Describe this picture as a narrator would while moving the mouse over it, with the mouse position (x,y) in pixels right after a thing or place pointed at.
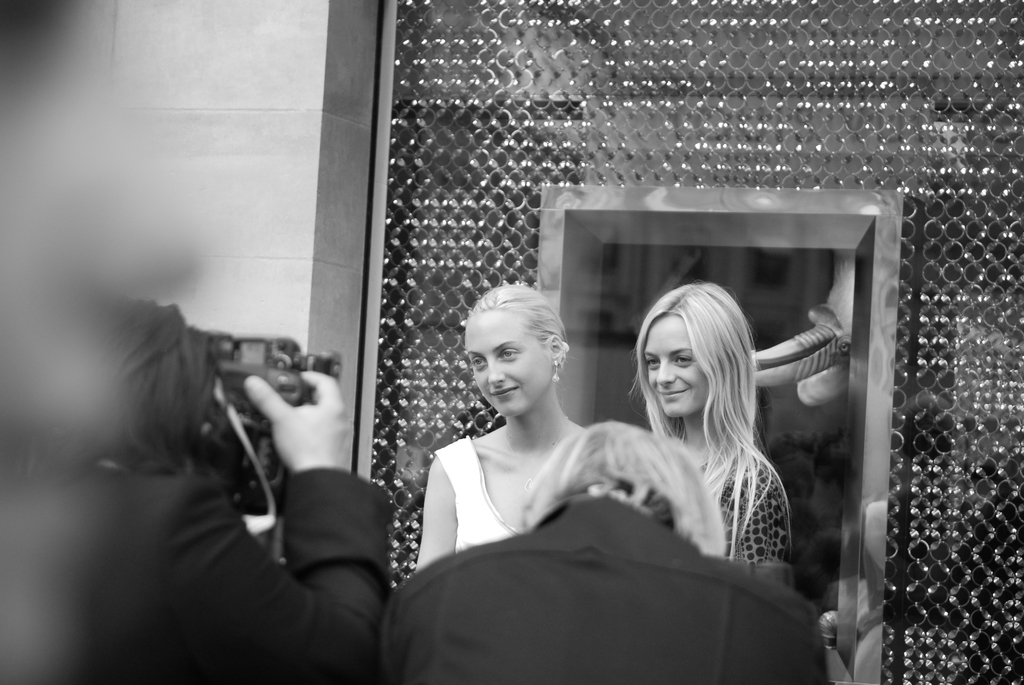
This is a black and white image, we can see a few people (496,439), and a few (219,516) are holding some objects (265,501), we can see the wall (1019,264) with some objects (838,323).
